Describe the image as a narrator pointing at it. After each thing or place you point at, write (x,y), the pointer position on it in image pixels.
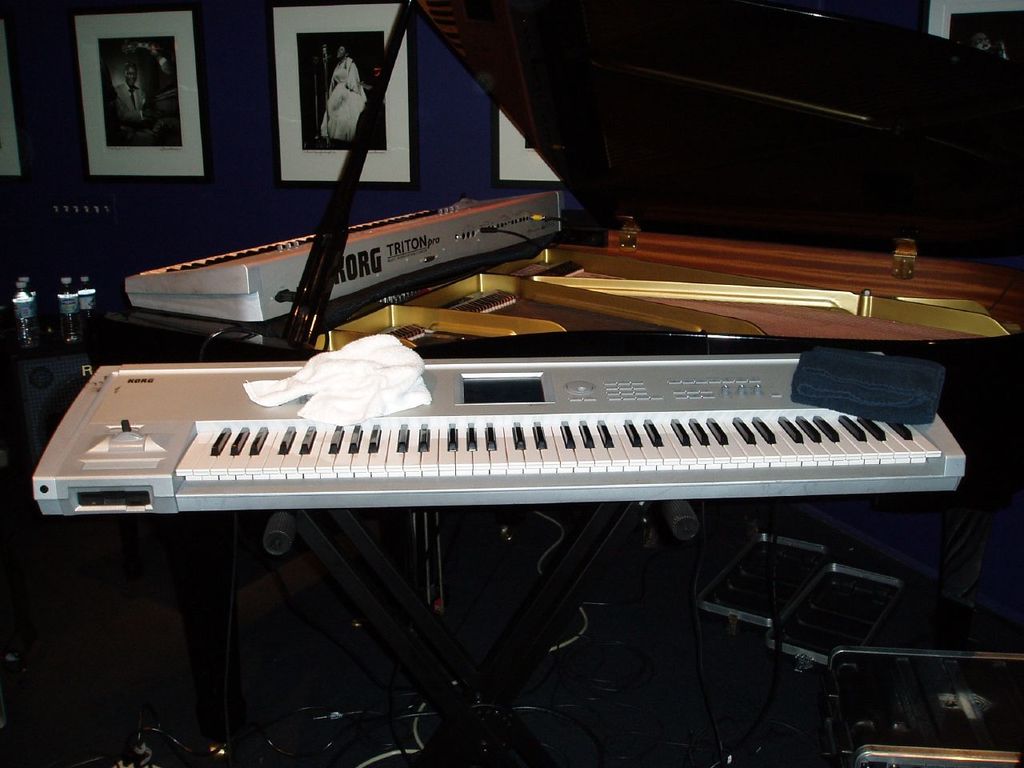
Here we can see a couple of pianos (369,276) placed on table (616,524) and beside that we can see bottles (67,327) and on the wall (128,187) we can see portraits (361,44) and there is a cloth (354,360) on the piano (302,502).
